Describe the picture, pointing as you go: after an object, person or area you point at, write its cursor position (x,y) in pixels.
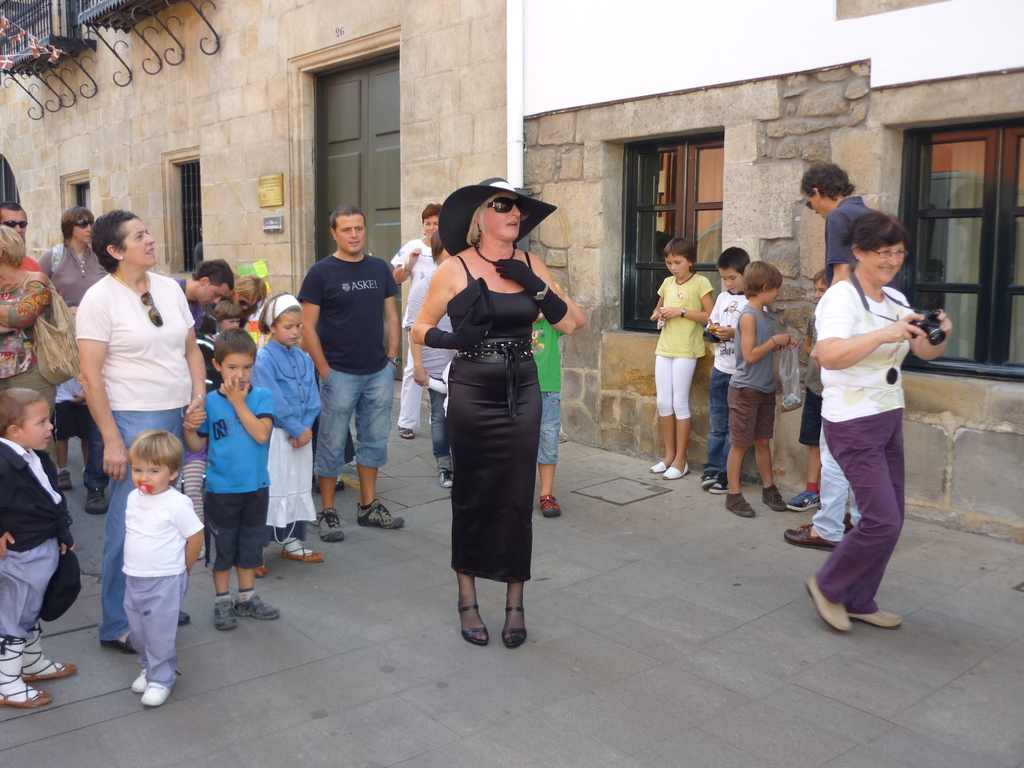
In this image I can see in the middle (482,496) there is a woman (525,471), she wore black color dress (504,385) and a hat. On the left side (89,366) a group of people (223,320) are standing and looking at the right side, this is the building (575,151) with glass windows (710,217).
